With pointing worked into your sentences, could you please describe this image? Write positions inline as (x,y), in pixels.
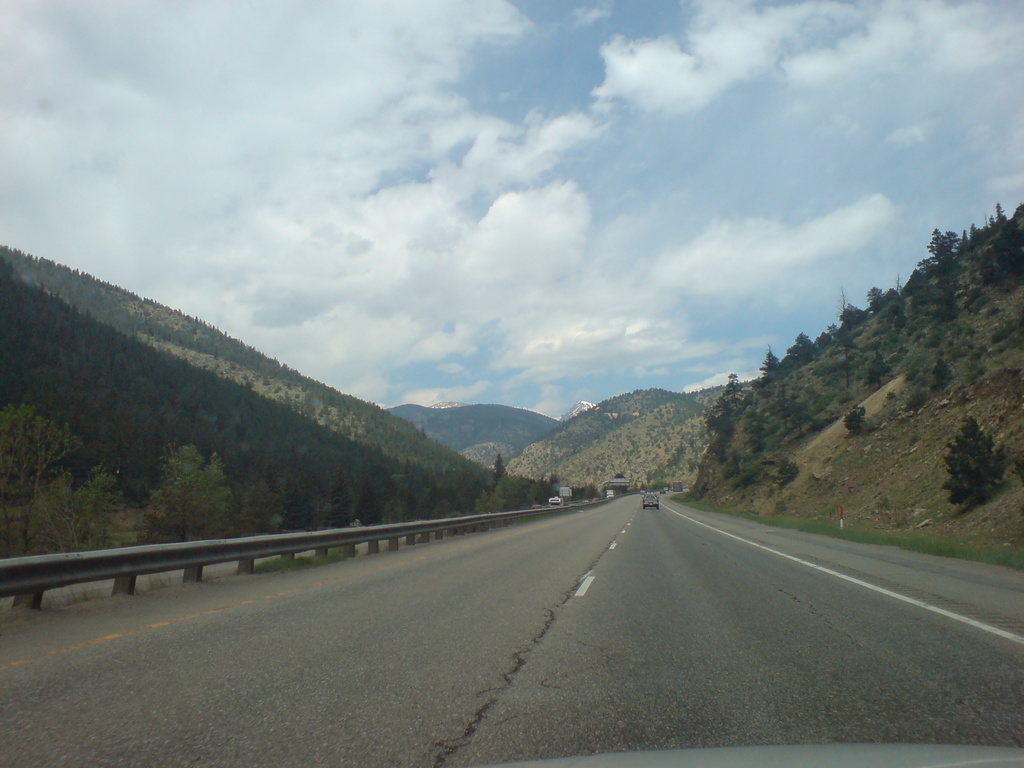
In this image, I can see a vehicle (645,501) on the road (461,703) and a metal beam crash barrier (83,575). I can see the hills (524,434) with trees (669,395). In the background (453,327), there is the sky (617,213).
